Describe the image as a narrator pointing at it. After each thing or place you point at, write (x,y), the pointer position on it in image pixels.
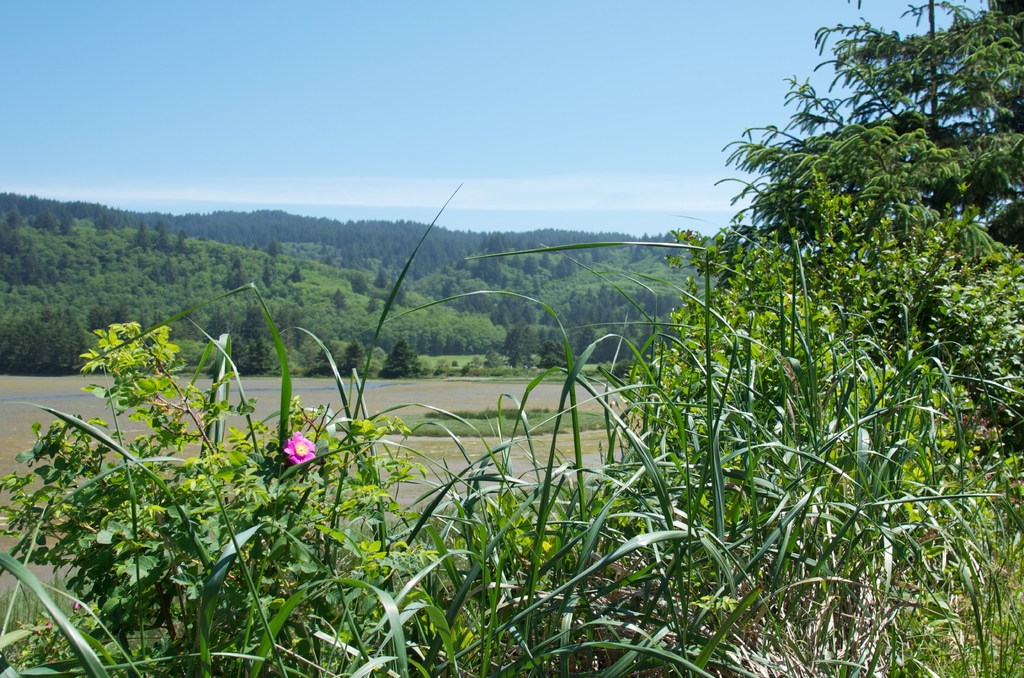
On the bottom (304,468) we can see pink color flower (297,446) on the plant (307,544). In the back (13,435) we can see river (14,418). In the background (71,246) we can see mountains (692,272) and many trees (208,224). On the top (657,137) we can see sky (552,84) and clouds (458,200).
